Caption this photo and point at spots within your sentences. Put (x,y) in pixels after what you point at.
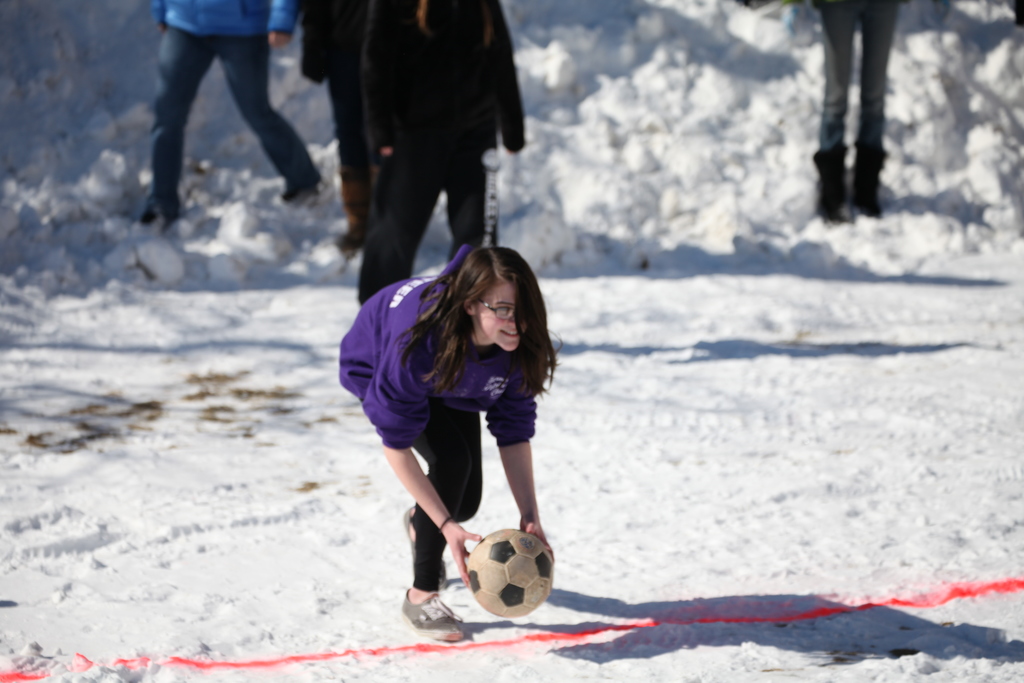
Here we can see a woman (418,597) having a football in her hand (536,527) and behind her we can see group of people (401,52) standing and it is snowy.
